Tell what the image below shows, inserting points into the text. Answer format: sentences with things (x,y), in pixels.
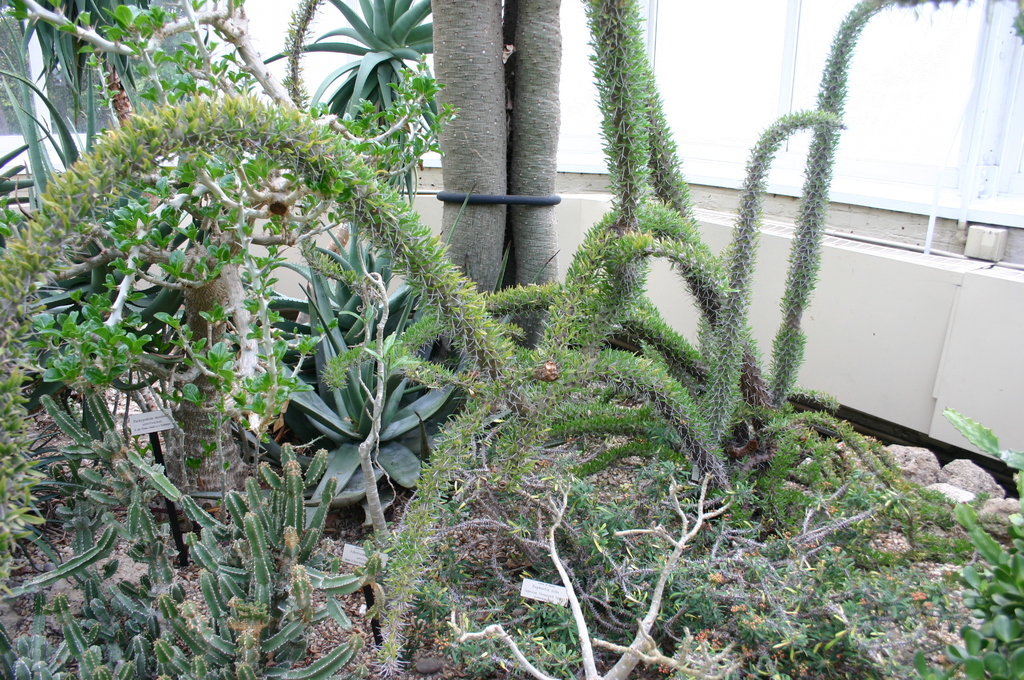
This image in the front (702,443) there are cactus plants (478,451). In the background (226,64) there are plants (225,64) and there is a wall (762,252) which is cream in colour and there is a window (788,84).
